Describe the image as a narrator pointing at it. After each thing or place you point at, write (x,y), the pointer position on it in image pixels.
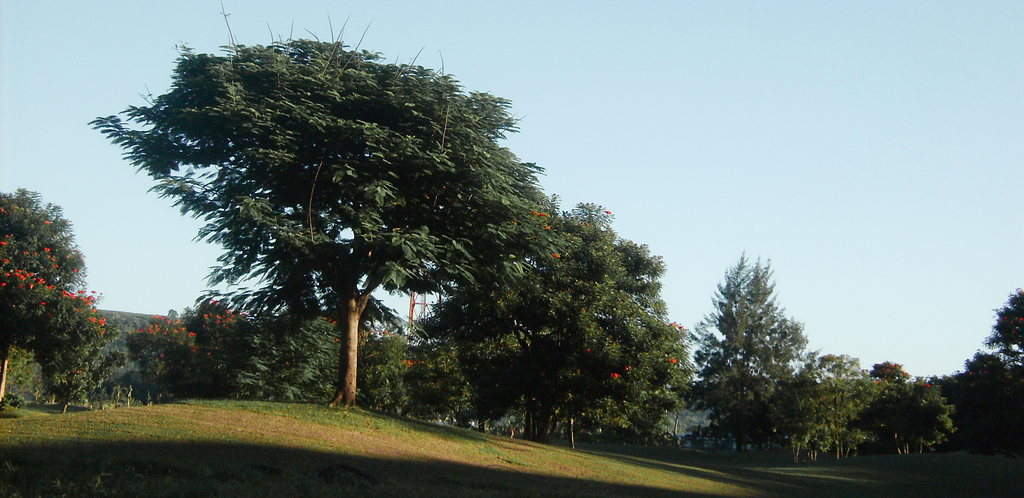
In this image we can see the trees (570,353) and also the ground (454,456). In the background (164,65) we can see the sky (885,200).
